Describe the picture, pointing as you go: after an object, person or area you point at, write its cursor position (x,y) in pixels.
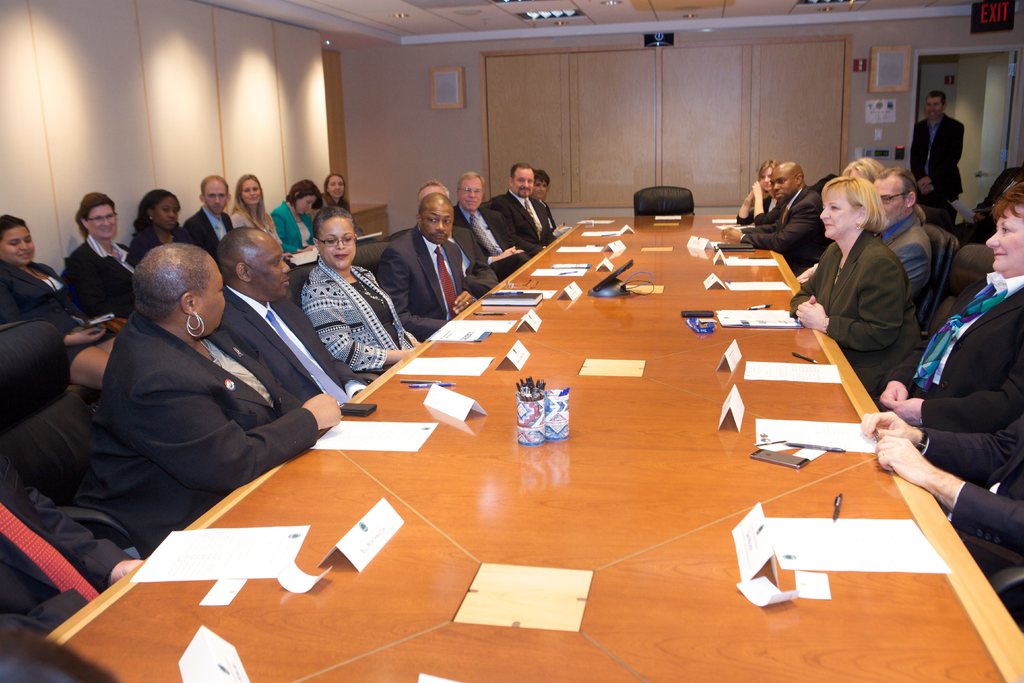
In this image I can see the group of people (295,409) sitting and one person (951,167) standing. I can see few people (301,414) are sitting in-front of the table (615,510). On the table (566,507) there are many papers (418,442), boards (450,403) and the pens (542,395) in the cup (528,411). In the background (807,134) I can see the boards (886,76) to the wall (893,149).
